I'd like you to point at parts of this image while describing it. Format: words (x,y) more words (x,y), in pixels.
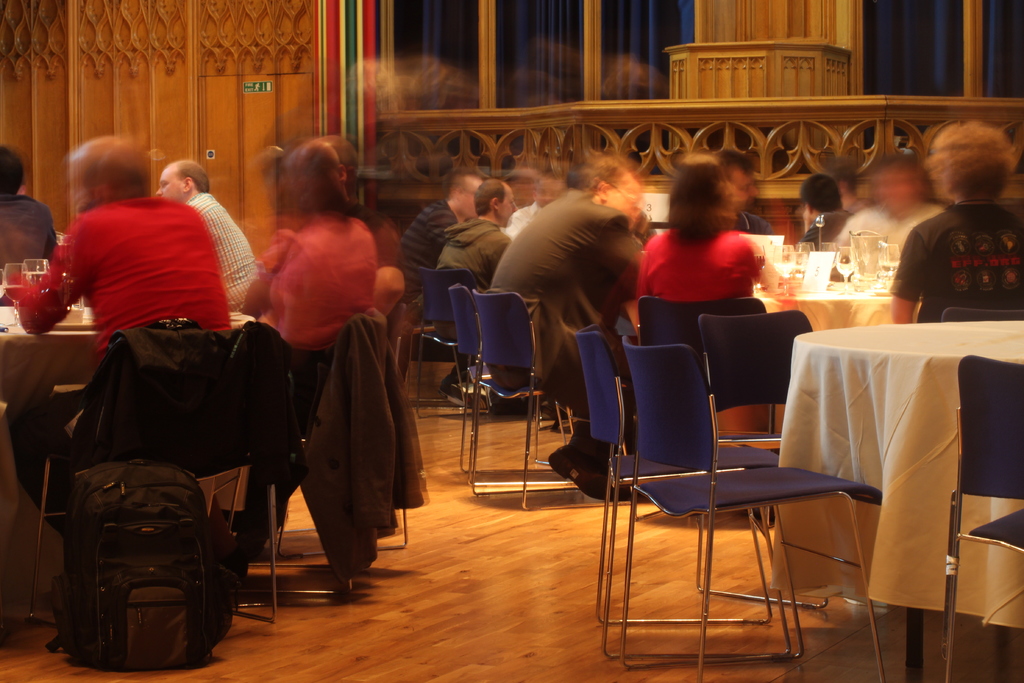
This picture There are a group of people (170,172) sitting and there are some tables (810,302) and chairs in front of them with some wine glasses (838,249), water glasses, food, and there is a bag (126,643) kept on the floor (462,617) which is made of wooden. There is a empty table (858,370) and empty chairs (951,541) here and in a backdrop (48,42) there is a wall (242,74) and there is a window (530,68).
